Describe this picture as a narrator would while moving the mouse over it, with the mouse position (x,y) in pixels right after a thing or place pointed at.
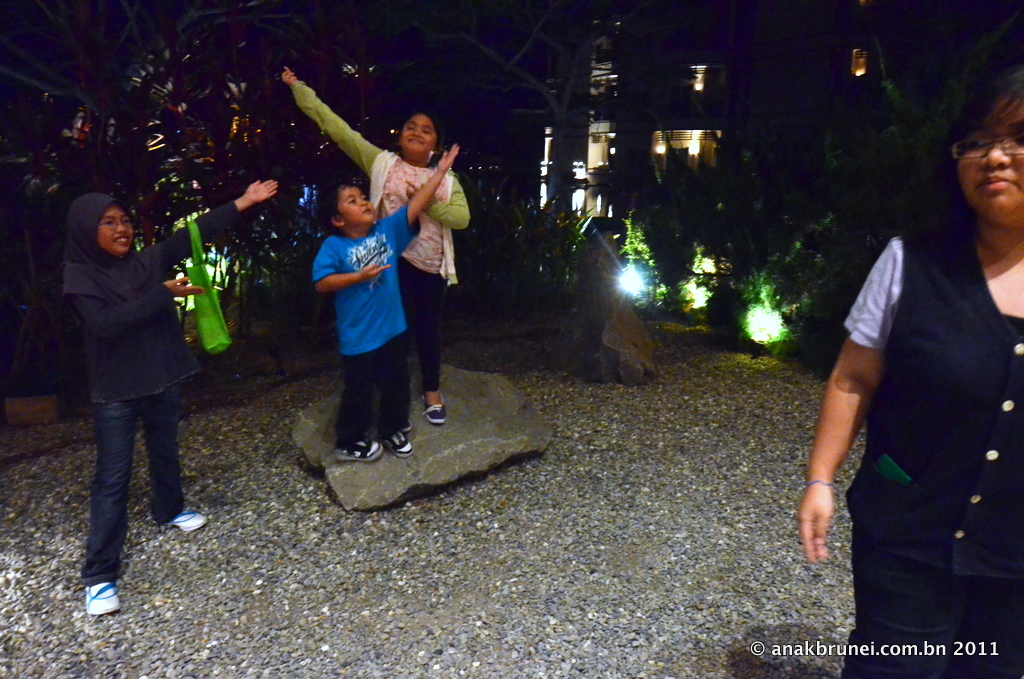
In this picture I can see few children (162,432) are playing, behind there are some trees (240,125), buildings (662,115) and some colorful lights (642,278).
